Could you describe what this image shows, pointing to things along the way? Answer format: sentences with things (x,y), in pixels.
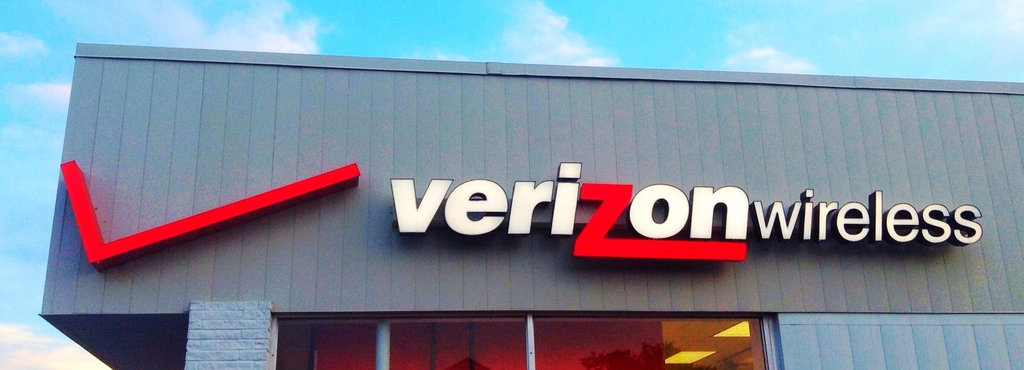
In the image there is a company name (853,235) in front of the organization (392,245).
